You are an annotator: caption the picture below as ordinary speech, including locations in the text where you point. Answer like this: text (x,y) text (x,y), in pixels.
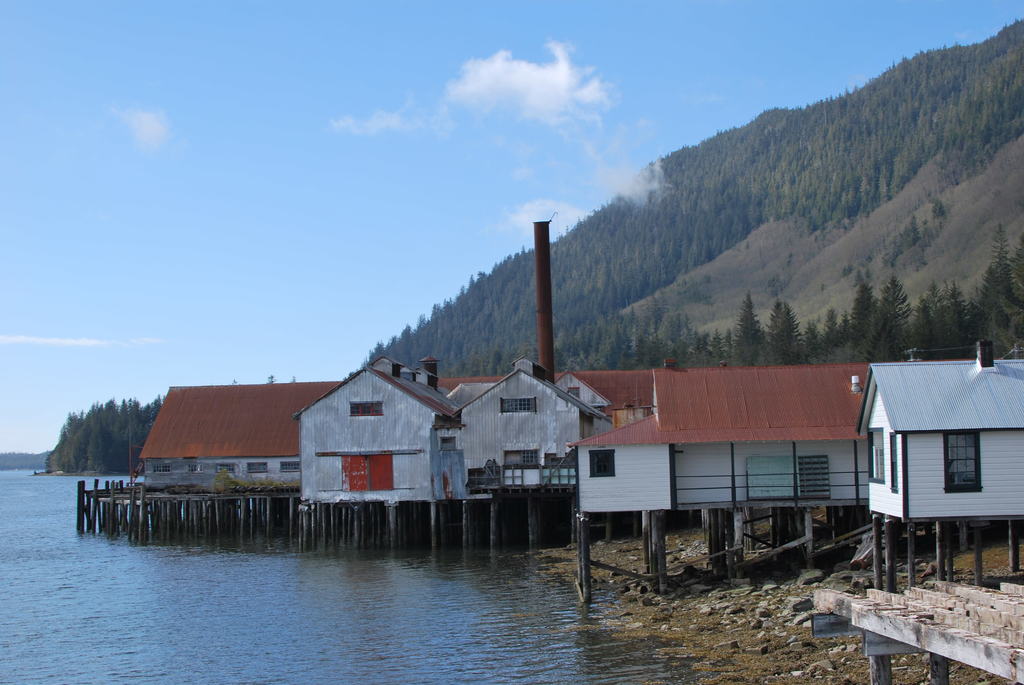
In the center of the image (393,444) we can see the houses (583,401), roofs (802,398), windows (952,456), logs (948,561), pole (552,353). In the background of the image (581,325) we can see the hills (573,348), trees (943,325), water (282,564). At the top of the image (468,199) we can see the clouds (162,128) are present in the sky (326,27). On the right side of the image (800,602) we can see the stones (727,595).
